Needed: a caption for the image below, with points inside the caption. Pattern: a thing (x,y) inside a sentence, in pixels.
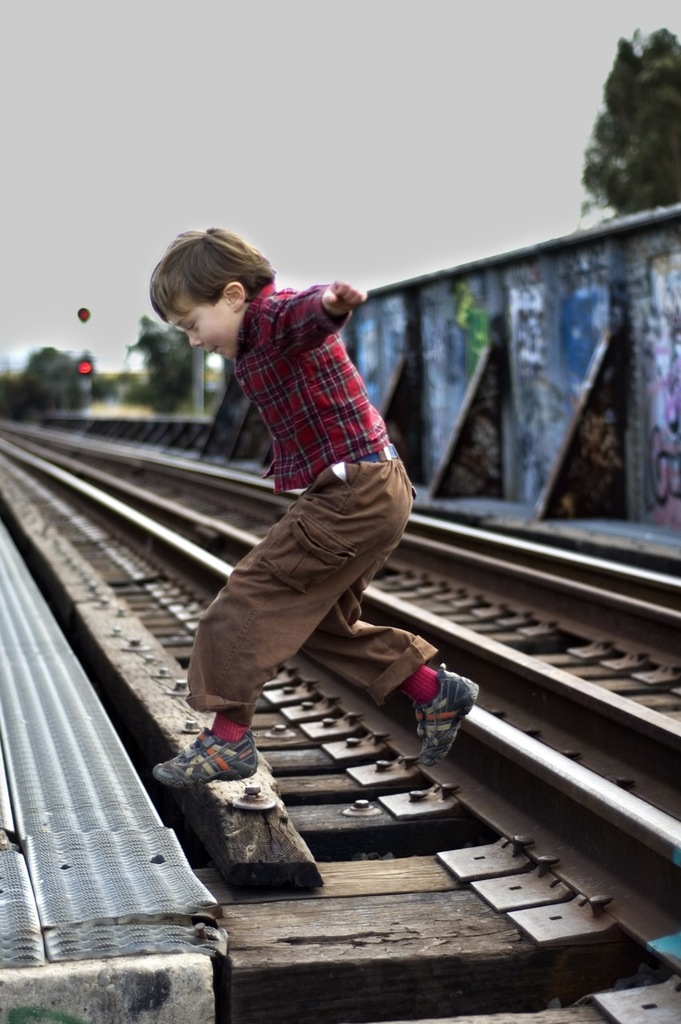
This boy (268,361) is in the air and looking downwards. This is train track (412,728). Background (81,370) it is blur. We can see wall (584,331), trees (676,140) and signal light (84,378).
